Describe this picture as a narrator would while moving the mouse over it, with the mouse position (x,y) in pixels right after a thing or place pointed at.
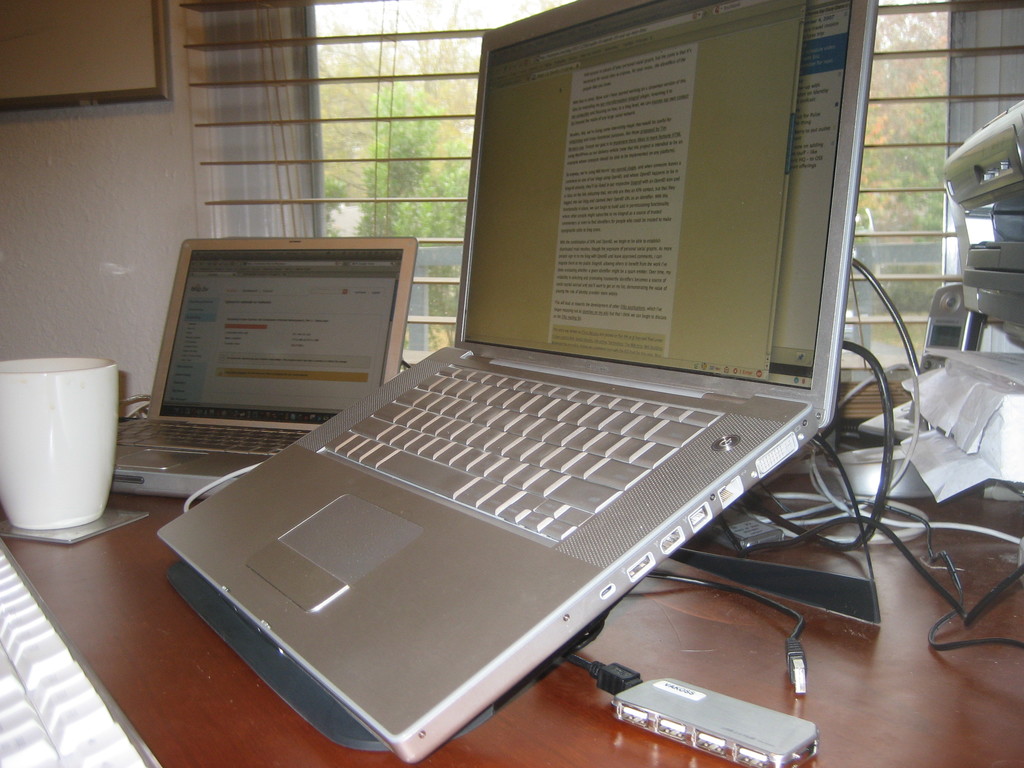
The image is inside the room (873,296). There are two laptops (478,437) placed on table (135,643) and a keyboard (63,681), coffee cup (50,482), card (53,534), wires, mobile (939,338). In background (353,190) we can see curtain (410,118), windows (366,130), trees (423,122) and white color wall (33,199).
